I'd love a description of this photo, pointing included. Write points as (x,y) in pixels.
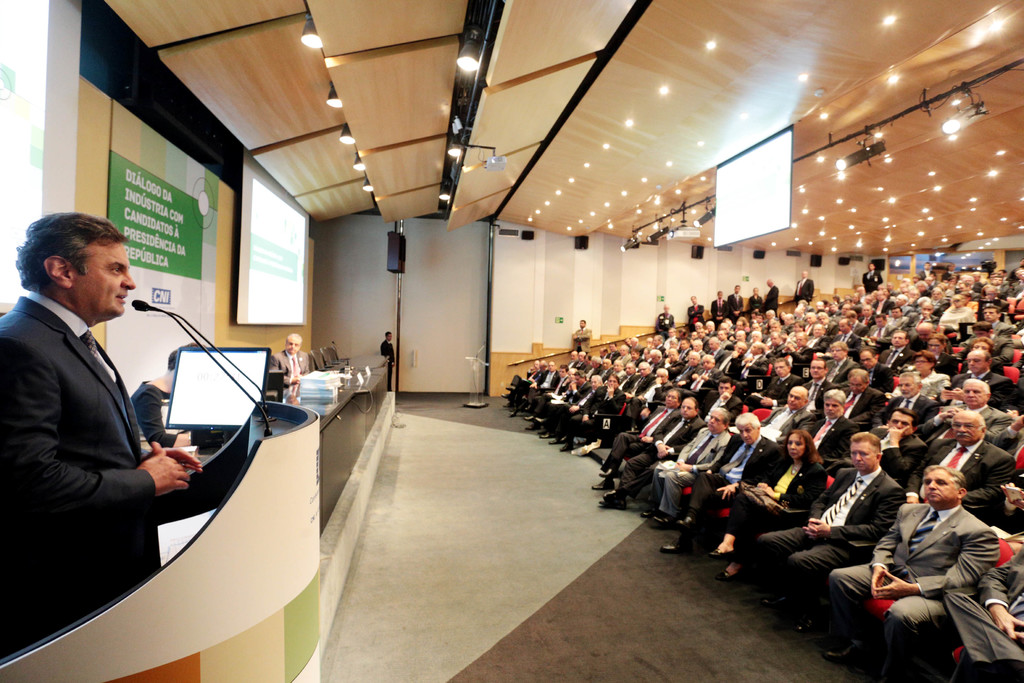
In this picture we can see a crowd of people (954,479) sitting on chairs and some are standing over steps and here in front (47,269) person (40,312) standing at podium (186,511) and talking on mic (191,338) and on stage (342,357) we can see some person (292,338) sitting and in front of them there is a table (334,415) and we can see here it is screen (279,257) and the people (907,409) are looking at that screen (294,309) and here it is also a screen (720,197) and we can see lights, speakers (395,244), poles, wall (472,319) and floor (542,591).
